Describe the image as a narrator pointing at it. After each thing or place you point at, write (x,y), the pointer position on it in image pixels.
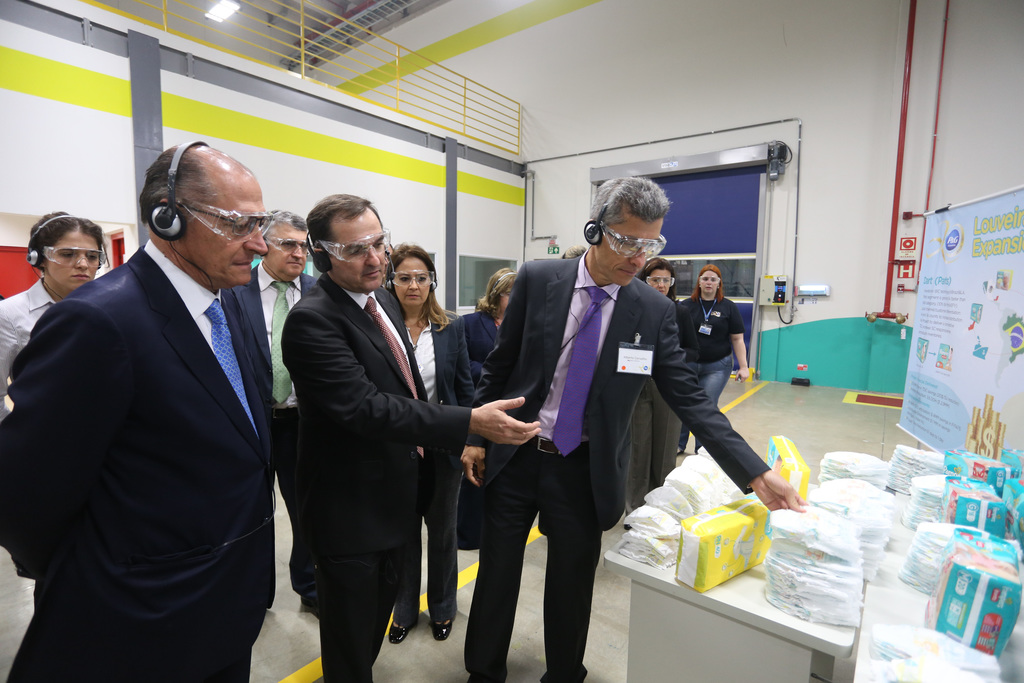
3 Men (257,228) are standing all of them wore black color coats (381,419). In the right side (965,615) there are things (768,547) on this table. In the left side (237,9) at the top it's a light (222,12).
